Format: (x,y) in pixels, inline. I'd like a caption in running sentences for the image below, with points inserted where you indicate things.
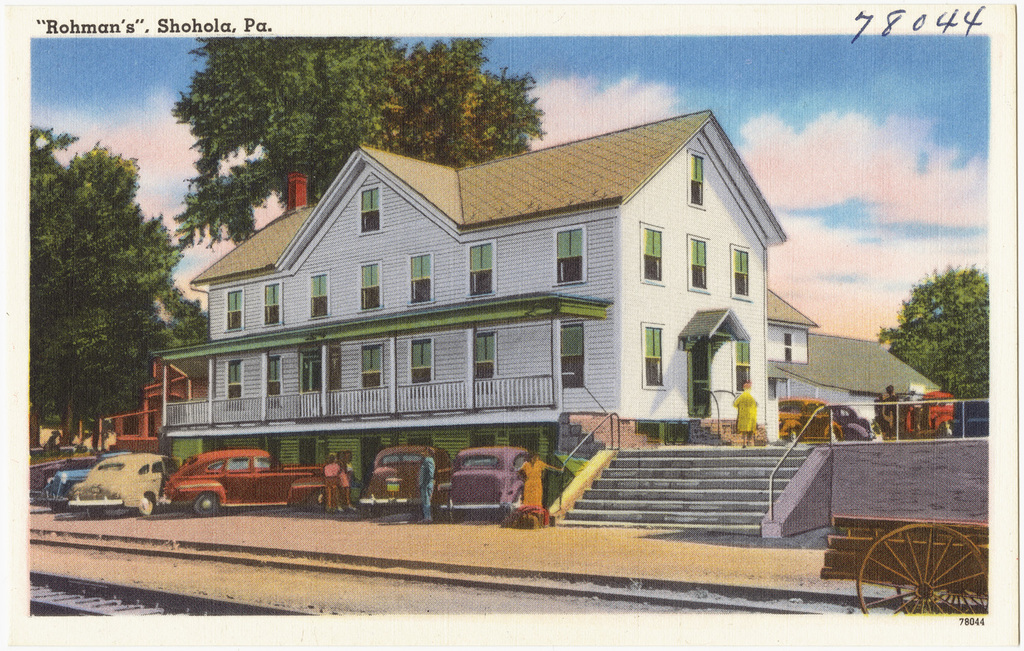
In this image there is a painting (404,352) of cars (485,508), buildings (634,336), trees (106,250), stairs (667,495), persons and the sky (862,191) is cloudy and on the top of the image (77,26) there are some texts (202,22) and numbers (923,25) written on it.
